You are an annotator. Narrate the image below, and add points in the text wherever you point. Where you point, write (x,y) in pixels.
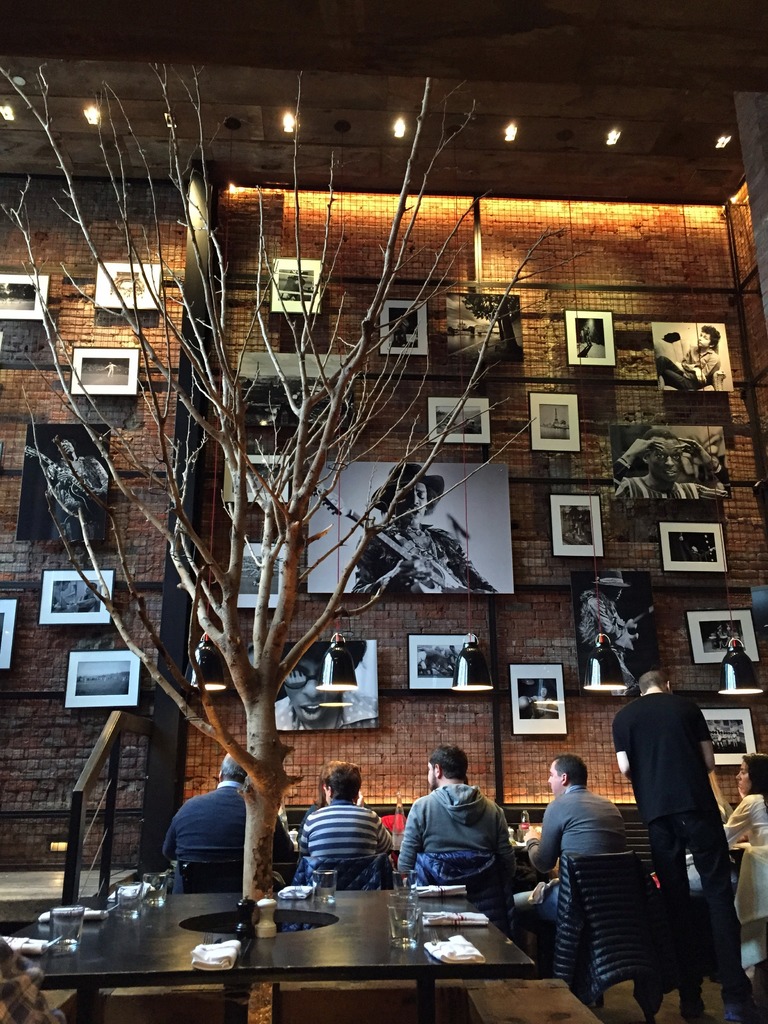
In this image I can see few people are sitting on the chairs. I can see few glasses (414,927), tissues (444,912) on the table (148,930). Back I can see few stairs (1,879), lights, railing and few frames (358,538) attached to the brown wall (594,267).
